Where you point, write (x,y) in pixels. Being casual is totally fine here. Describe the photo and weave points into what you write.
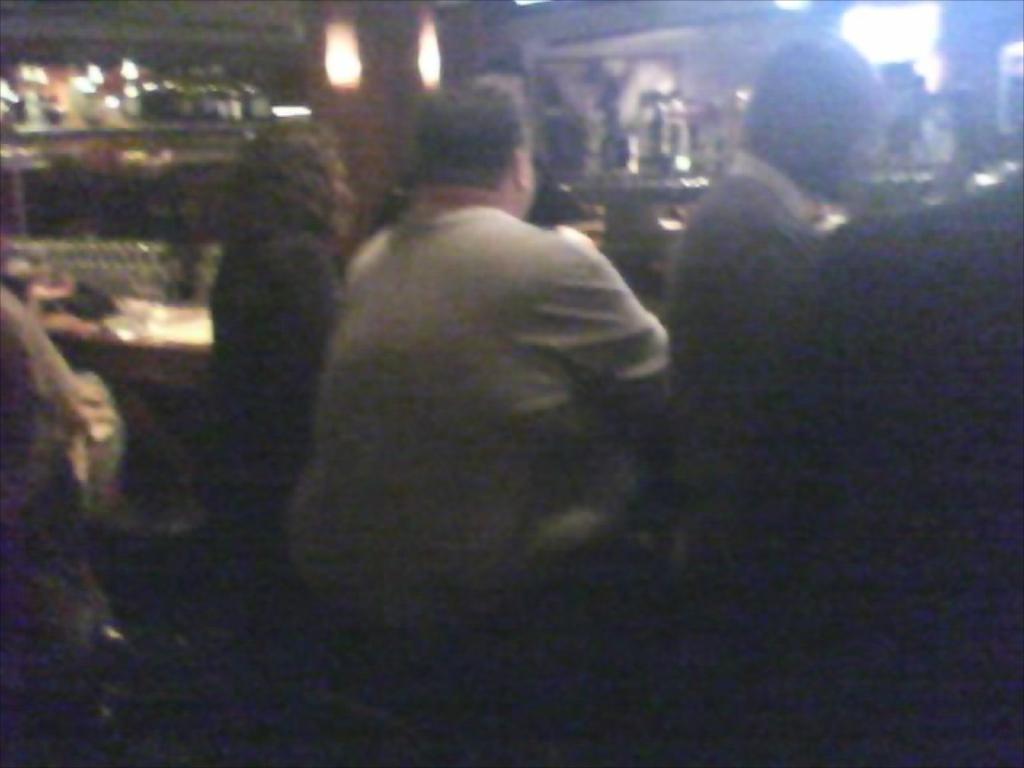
This picture is blur, in this picture we can see people (327,182) and objects (116,328).
